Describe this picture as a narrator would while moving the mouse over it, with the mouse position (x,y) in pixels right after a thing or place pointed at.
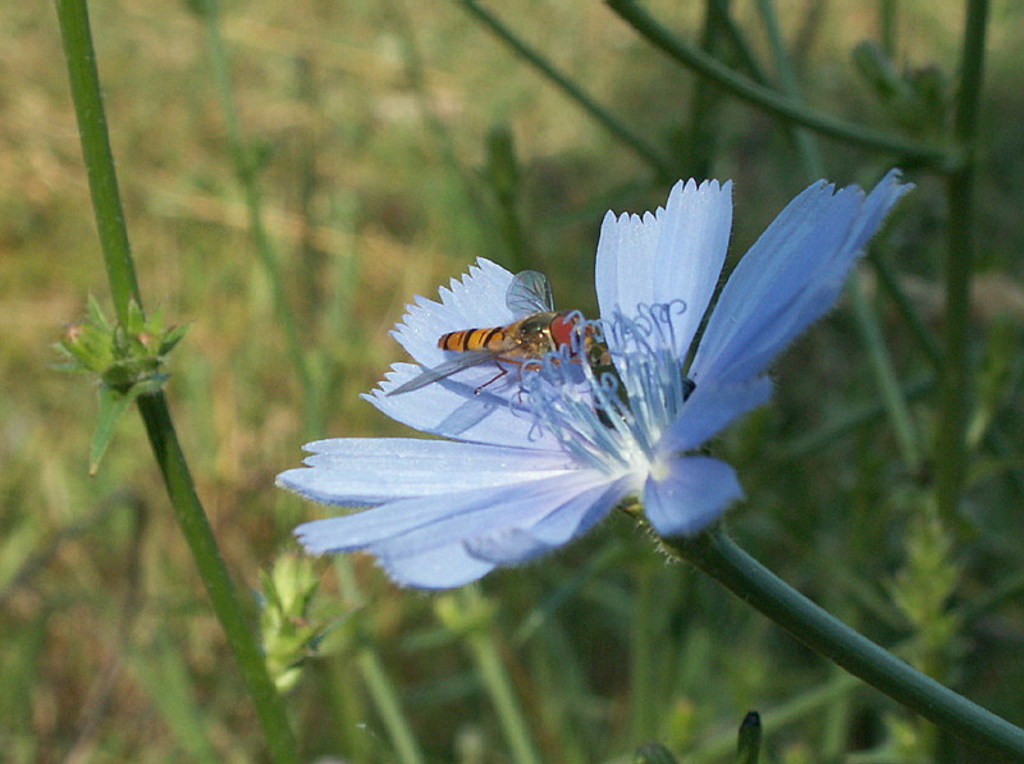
On the right side (710,355) there is a blue color flower (573,457) to a stem (795,612). On the flower (552,363), I can see a bee (514,325). In the background (304,610) few stems (173,491) and leaves (114,365) are visible.
